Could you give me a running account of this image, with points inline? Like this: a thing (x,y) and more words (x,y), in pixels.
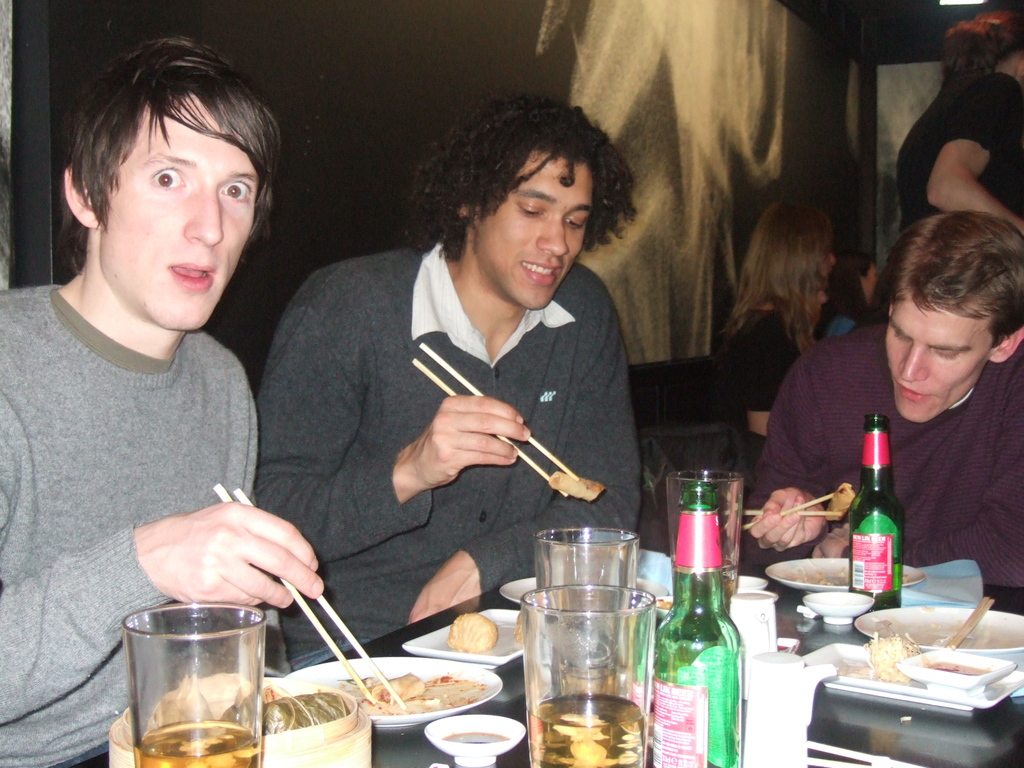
In this image i can see 3 men (482,349) sitting on chairs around the dining table (1023,723), all of them are holding chopsticks (574,477) in their hands (218,518). On the table (422,762) i can see few plates (471,679), few glasses (533,639), few bottles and few bowls (511,728). In the background (726,163) i can see a wall (726,163) and few other people (916,134).
